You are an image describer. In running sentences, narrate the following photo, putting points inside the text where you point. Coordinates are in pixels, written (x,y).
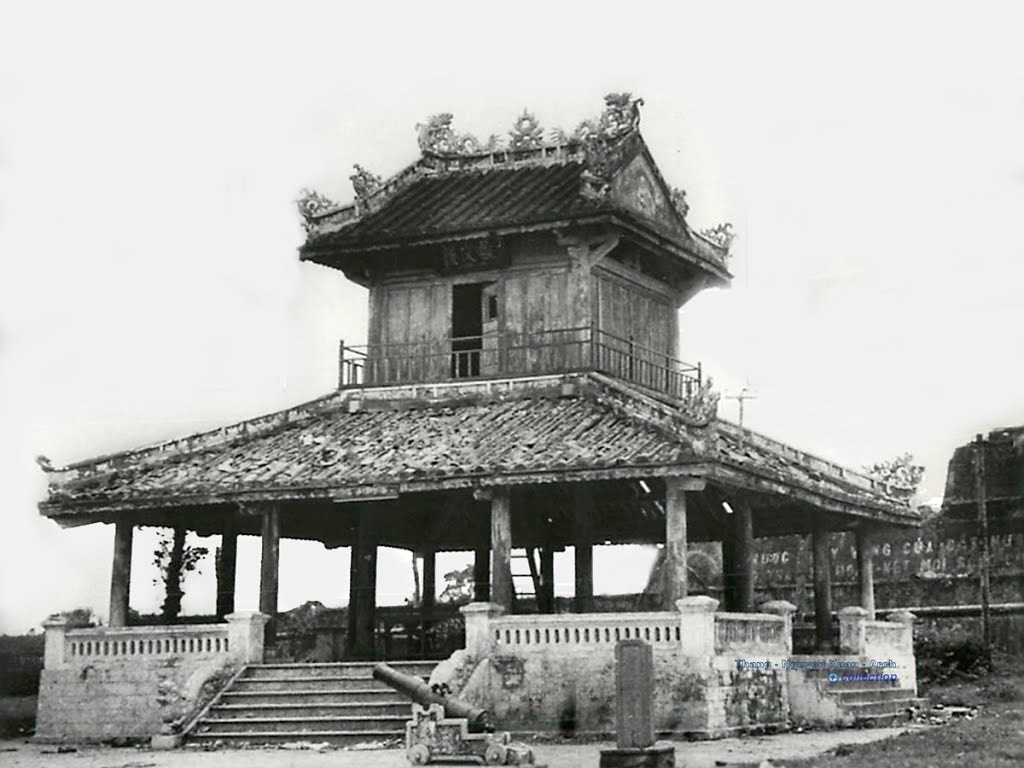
It is a black and white picture. In the picture we can see some steps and fencing (504,641) and there is a shed (617,374). Behind the shed (882,469) there's sky (225,257).
